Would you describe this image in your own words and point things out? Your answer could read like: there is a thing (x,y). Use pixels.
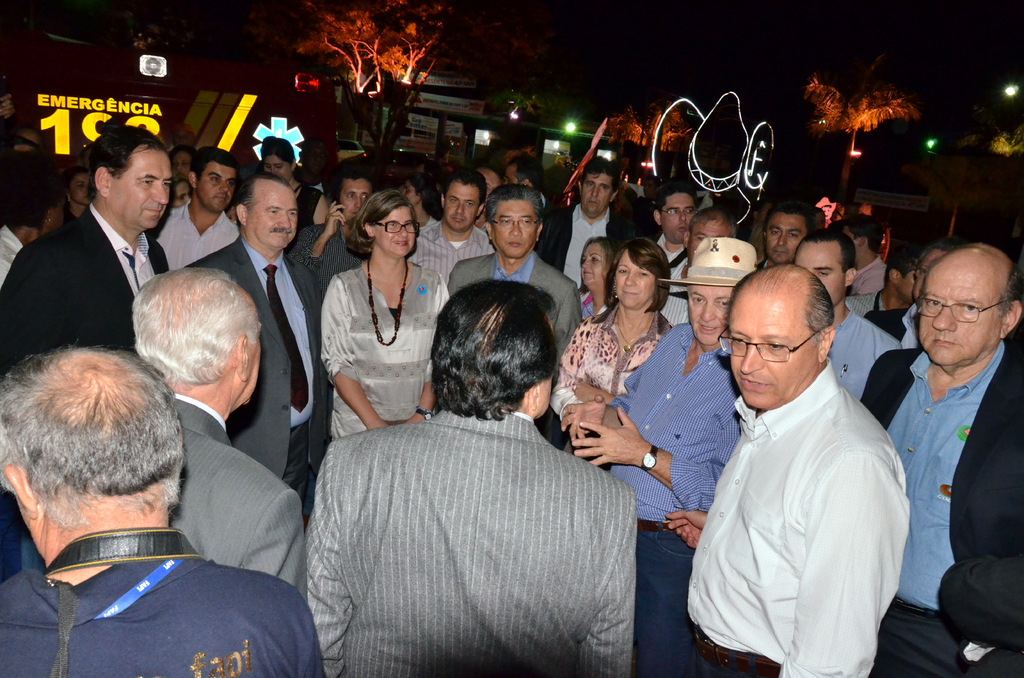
In this picture I can see there is a group of people (441,405) standing and there is a logo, and a number (148,129) of left side (280,116) and there are trees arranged with lights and there is a building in the backdrop (567,123).
